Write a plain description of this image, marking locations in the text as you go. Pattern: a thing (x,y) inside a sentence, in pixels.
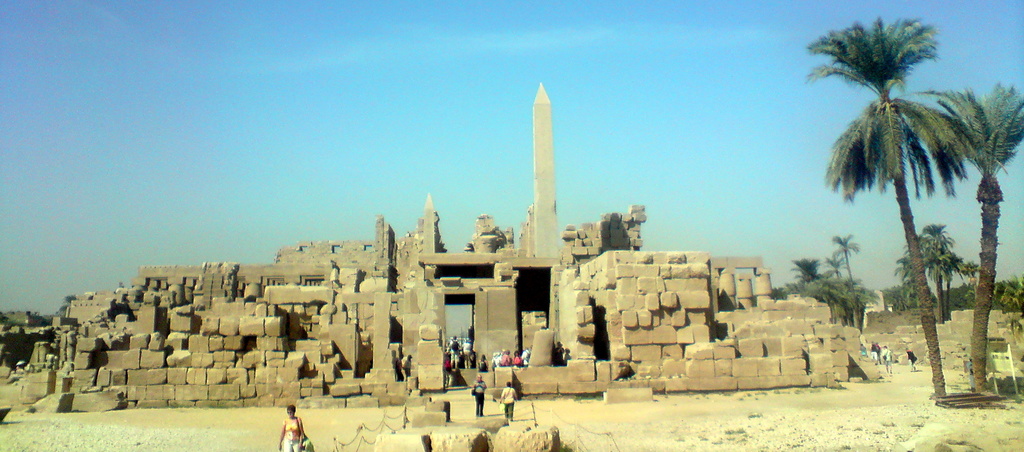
In this picture we can observe a tourist place (383,329). This construction (489,347) was built with stones (436,356). We can observe some people (485,368). There are some trees (930,358). In the background (319,142) there is a sky (622,110).
